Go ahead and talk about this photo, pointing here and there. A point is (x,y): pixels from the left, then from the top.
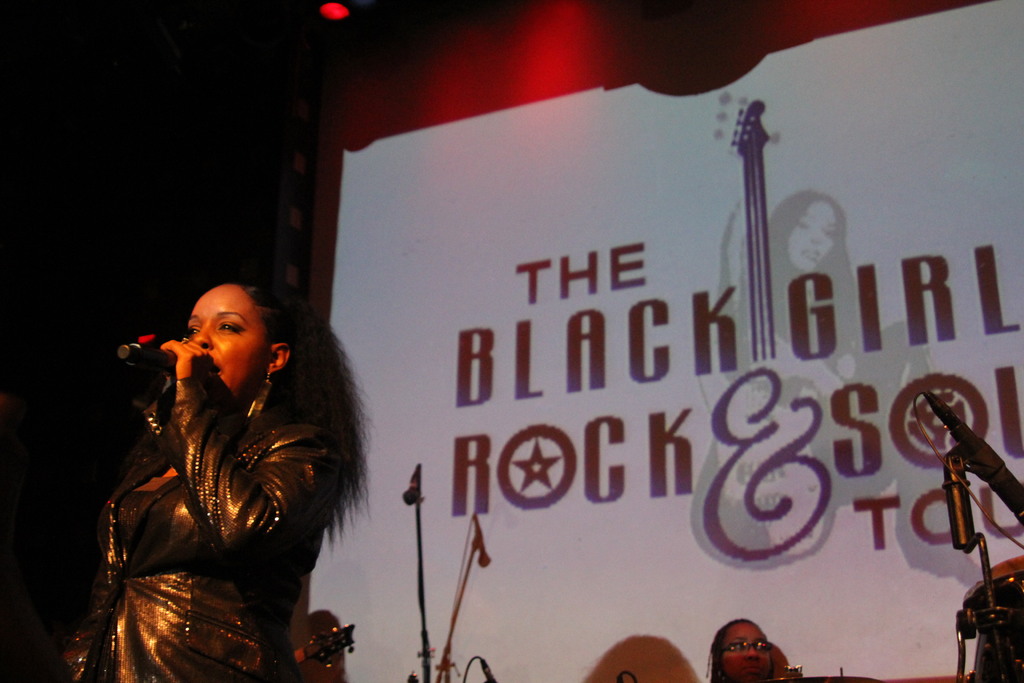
She is standing and she is singing a song. We can see the background (615,291) is name poster (604,280).
